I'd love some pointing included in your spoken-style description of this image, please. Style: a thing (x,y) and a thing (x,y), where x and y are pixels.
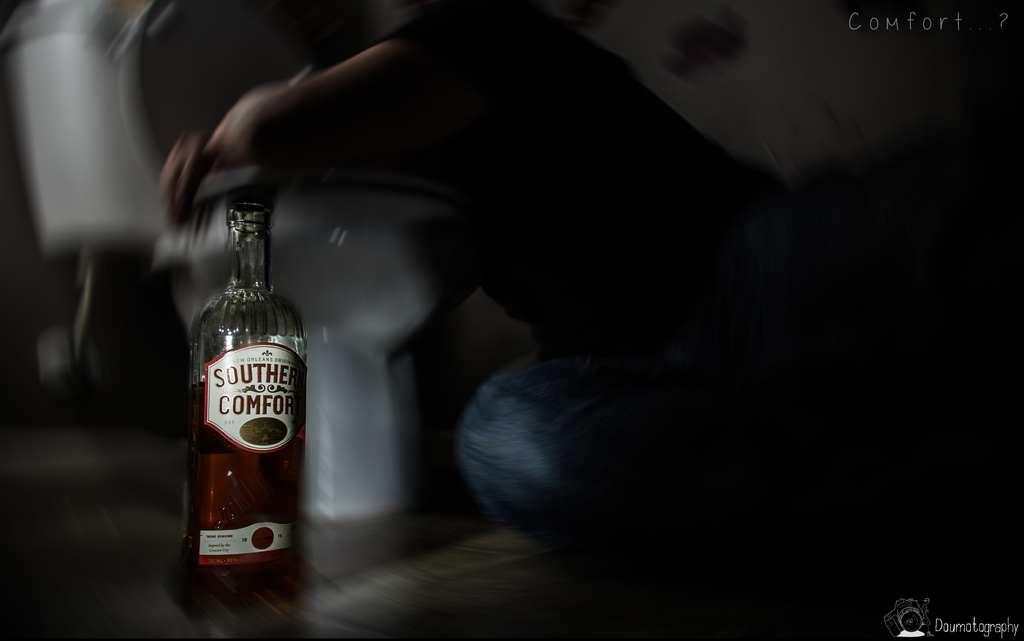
In this image I can see a bottle (249,221).
